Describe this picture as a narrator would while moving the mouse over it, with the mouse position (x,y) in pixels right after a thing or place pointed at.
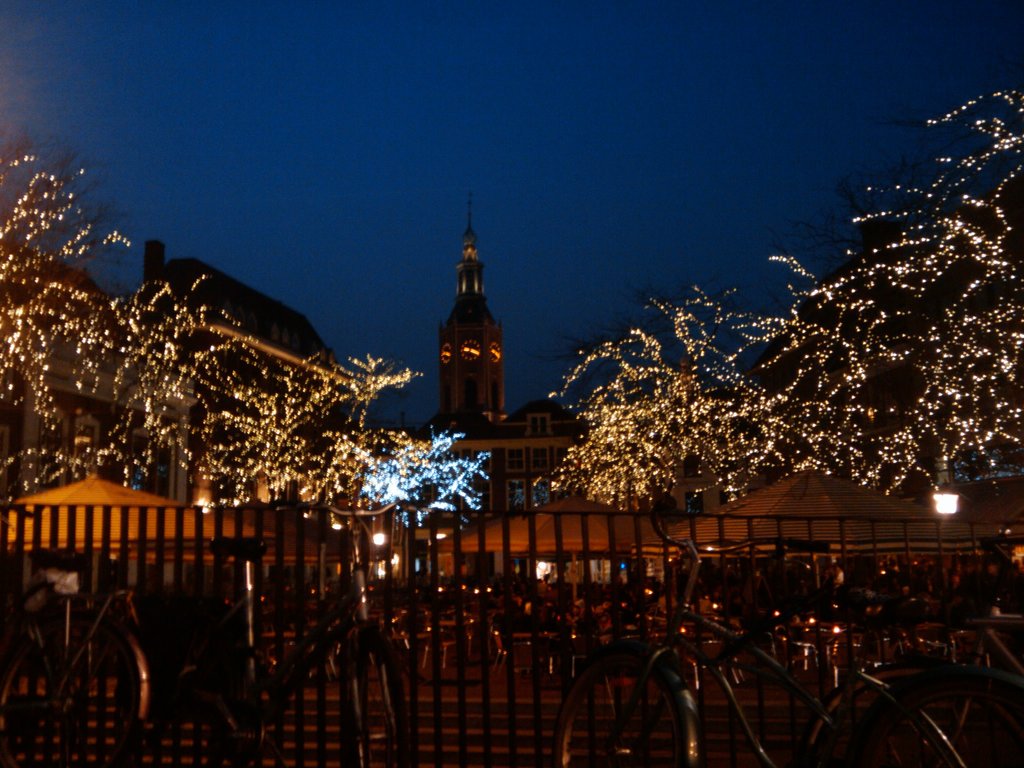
In the picture I can see trees (752,475) decorated with string lights (942,395). I can also see fence (579,639), bicycles (683,636), buildings (528,504) and a tower (460,360). In the background (605,176) I can see the sky (525,197).
